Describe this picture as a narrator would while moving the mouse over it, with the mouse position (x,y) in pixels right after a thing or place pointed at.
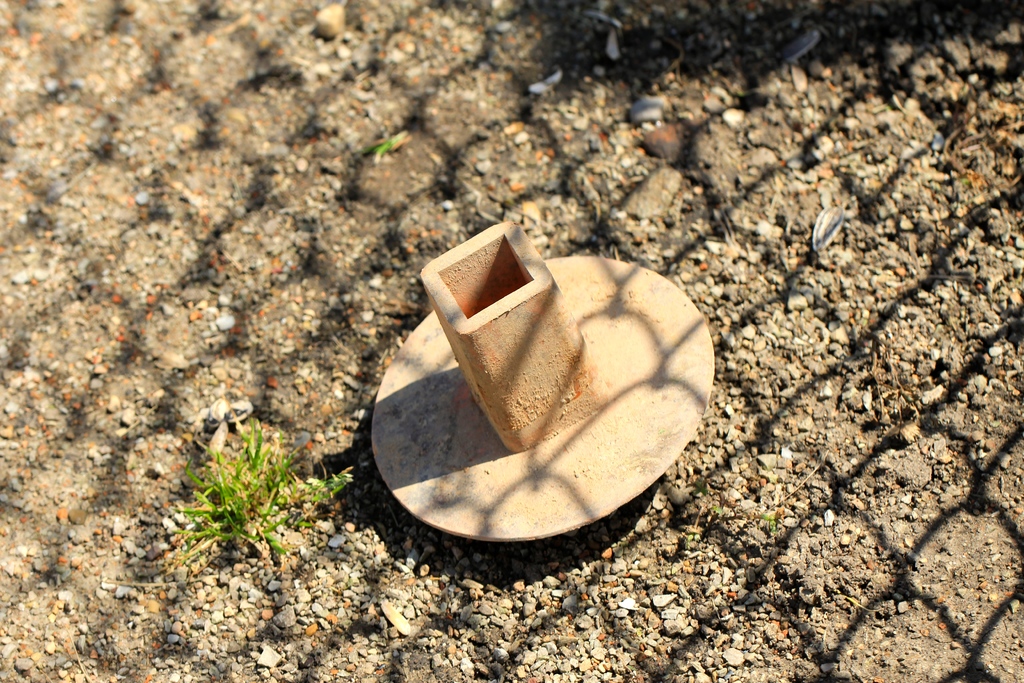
In this image we can see an object (454,381) and a small plant (234,495). We can also see the stones (345,576) on the ground (117,204) in the background (909,426).
